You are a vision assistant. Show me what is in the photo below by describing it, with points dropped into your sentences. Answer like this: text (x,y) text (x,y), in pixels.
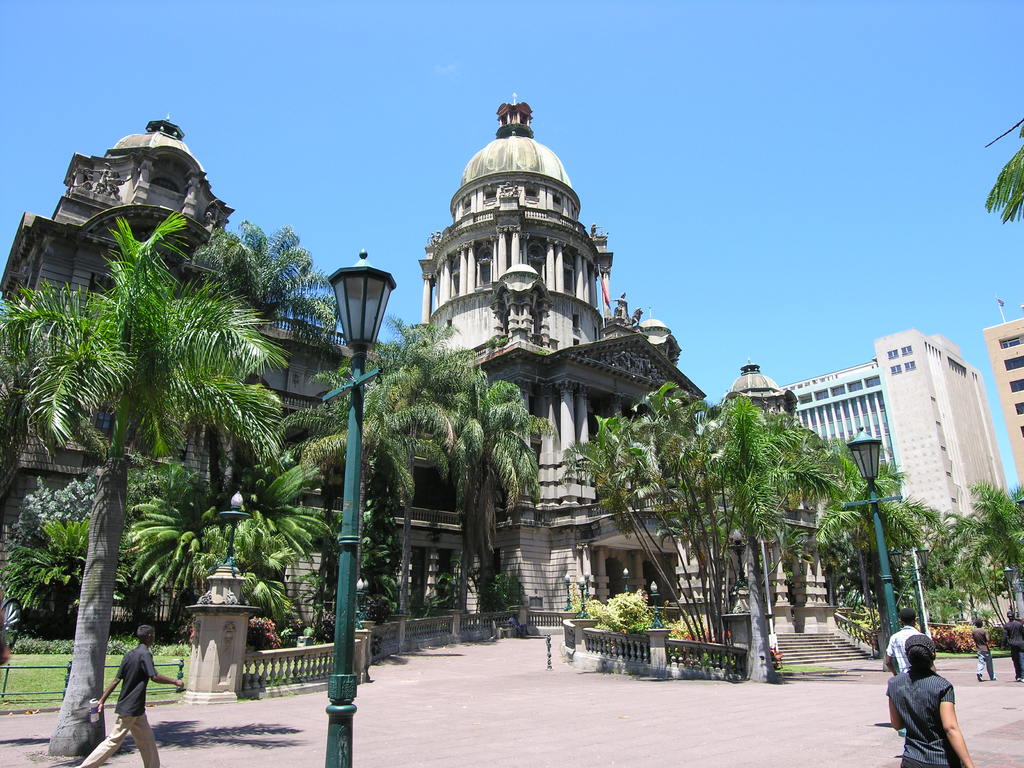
In this image we can see a few people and buildings (460,233), there are some poles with lights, plants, trees (766,502), pillars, grass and a staircase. In the background (742,21), we can see the sky (743,40).
